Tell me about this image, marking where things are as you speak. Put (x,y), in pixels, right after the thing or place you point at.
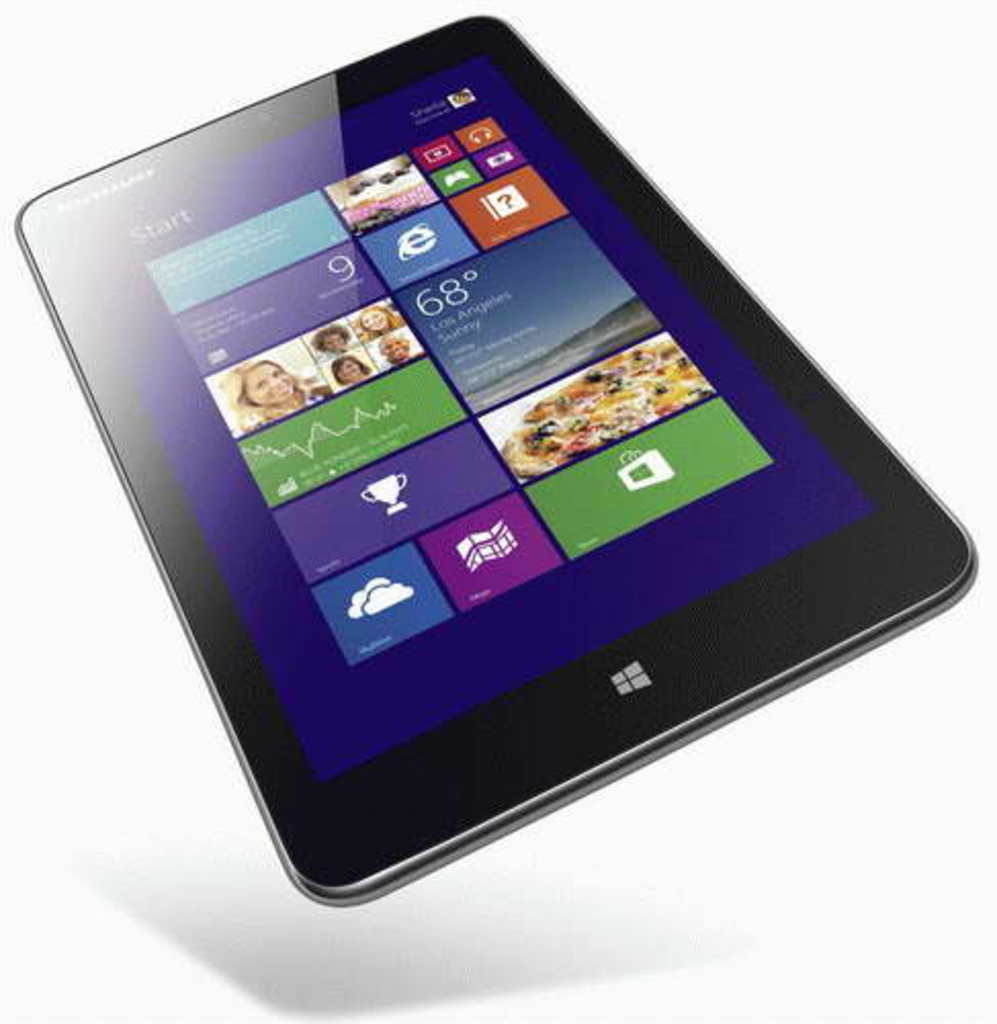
In this image we can see a tablet (588,504) and we can see some pictures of people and there is some text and there are some other things (463,496) on the display (239,156). The background (913,60) is white in color.
